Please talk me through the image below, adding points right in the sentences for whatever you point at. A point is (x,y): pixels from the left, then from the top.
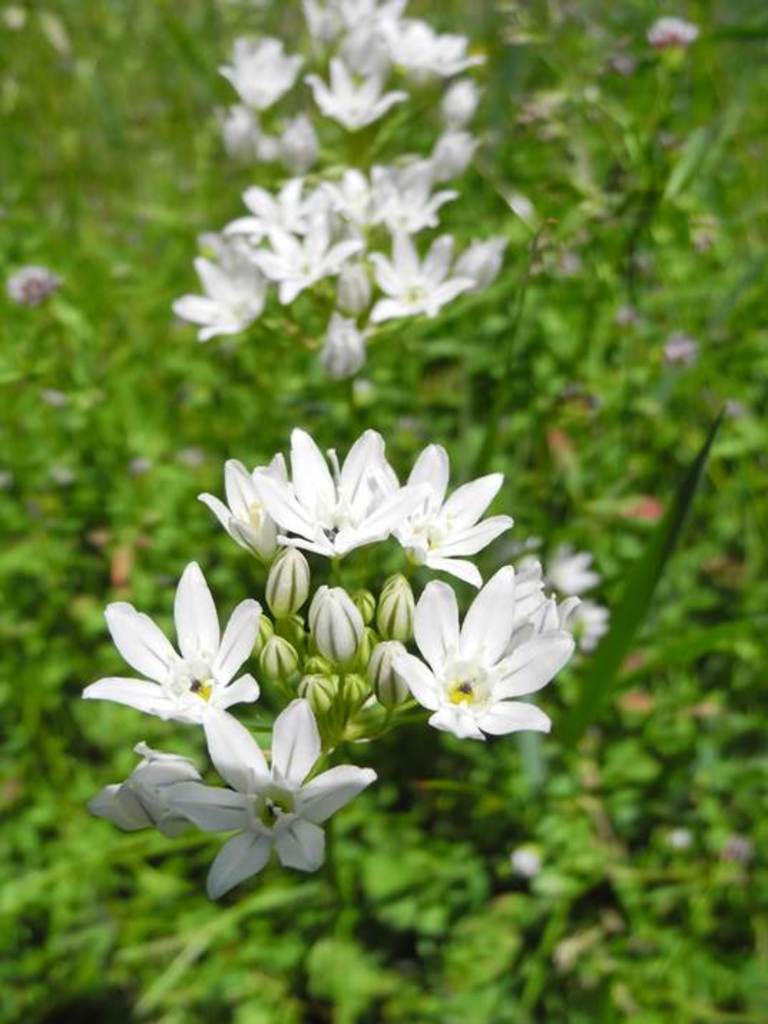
This image consists of flowers (323,544) in white color. At the bottom (332,895), there are plants (148,438). And we can see the green leaves (148,524).
